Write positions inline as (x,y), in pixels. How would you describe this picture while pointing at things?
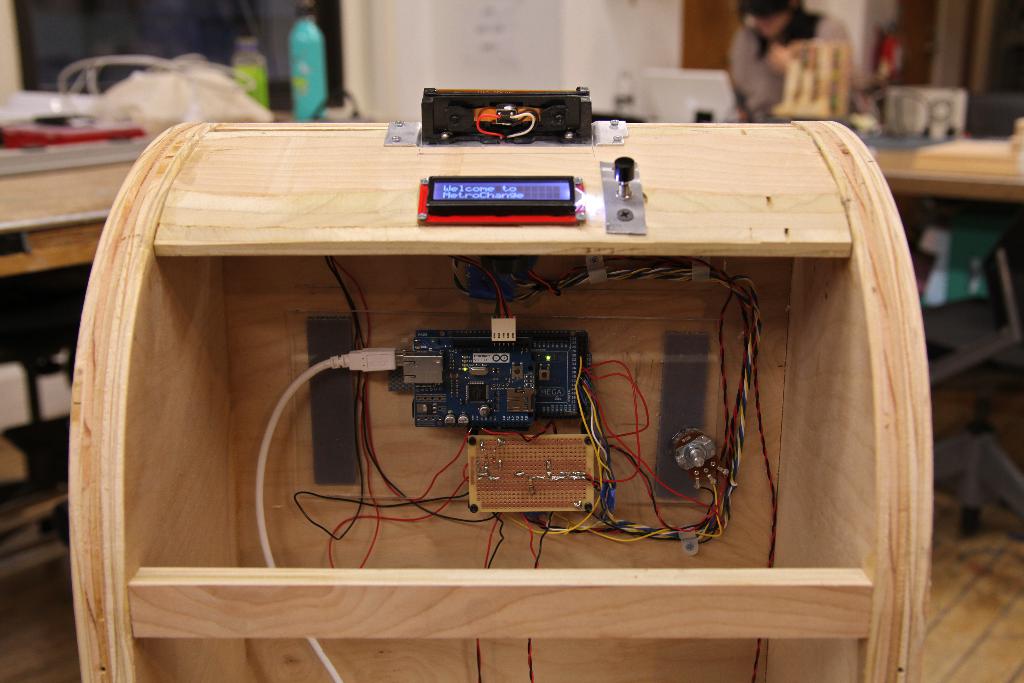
In this image there is a wooden box (829,549), in that there are electrical items (495,350), in the background (263,38) it is blurred.
